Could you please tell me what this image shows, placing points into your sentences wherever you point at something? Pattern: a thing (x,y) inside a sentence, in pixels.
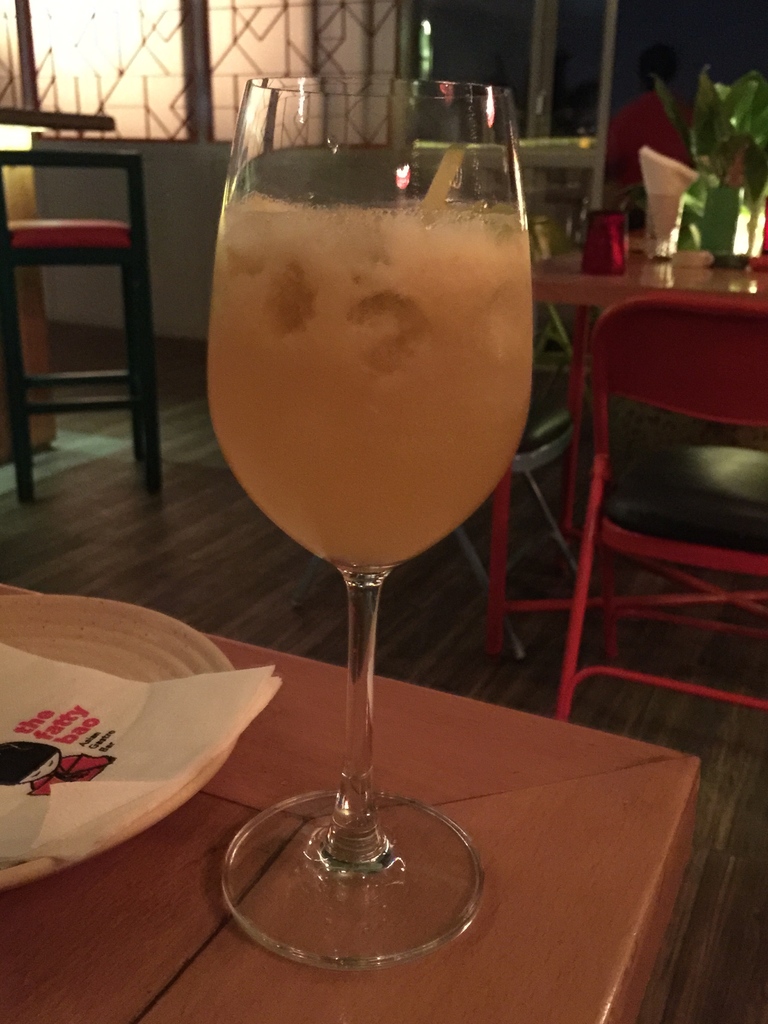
In this image I see a glass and a plate (39,595) on which there is a tissue (11,679), which are on the table (602,801). In the background (740,364) I see chairs (694,364) and table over here on which there are few things (747,181).
